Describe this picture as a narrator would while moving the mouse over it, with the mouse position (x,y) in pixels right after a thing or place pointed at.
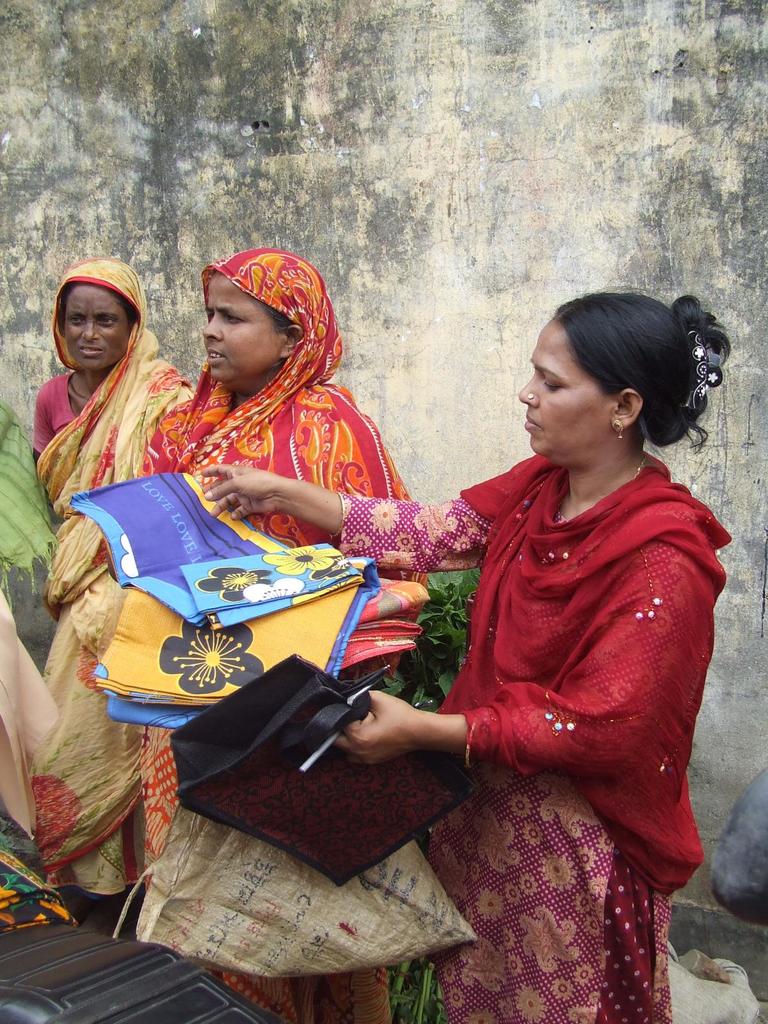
In this picture I can see 3 women (277,452) in which the woman (445,510) on the right (550,448) is holding few things (280,708) in her hands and in the background (609,14) I see the wall (232,173).
